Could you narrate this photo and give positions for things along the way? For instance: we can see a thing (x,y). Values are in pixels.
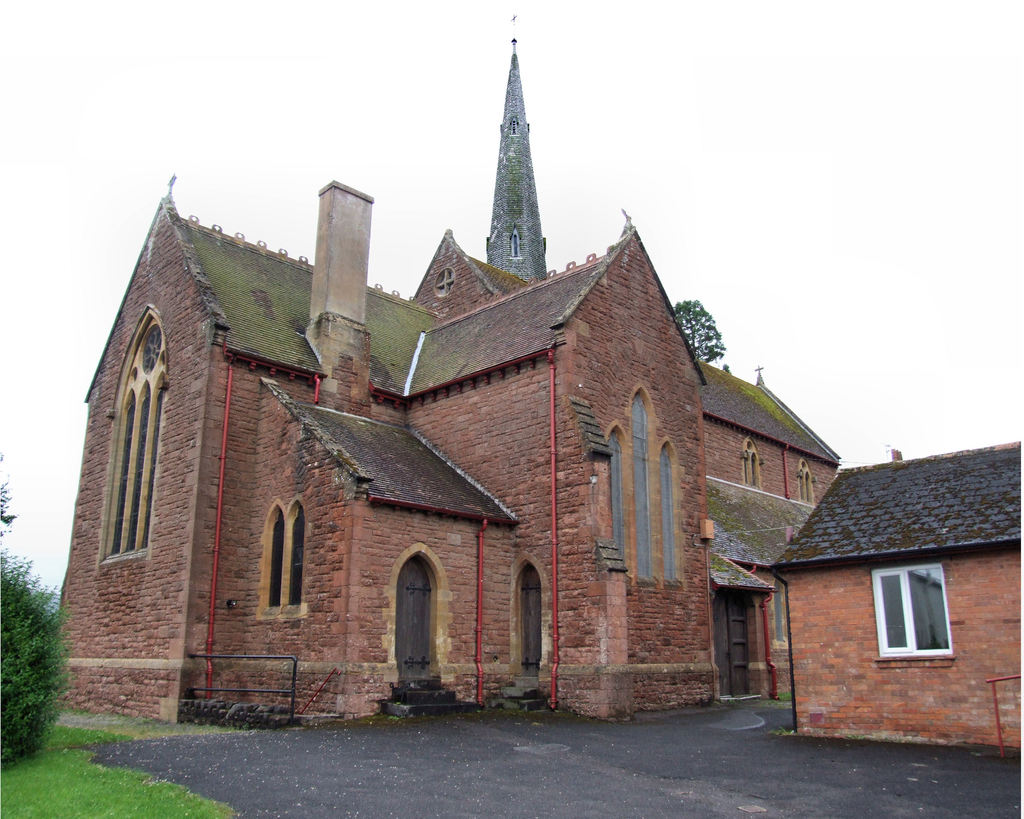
In the picture we can see a old church building (515,673) constructed with bricks (566,679) with windows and doors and besides we can see a small house (881,698) with a glass window (910,636) and near it we can see a black color path (632,793) and beside it we can see a part of the grass surface (28,773) and on it we can see a plant (9,696) and behind the church (641,349) we can see a part of the tree (692,314) and the sky (655,159).
